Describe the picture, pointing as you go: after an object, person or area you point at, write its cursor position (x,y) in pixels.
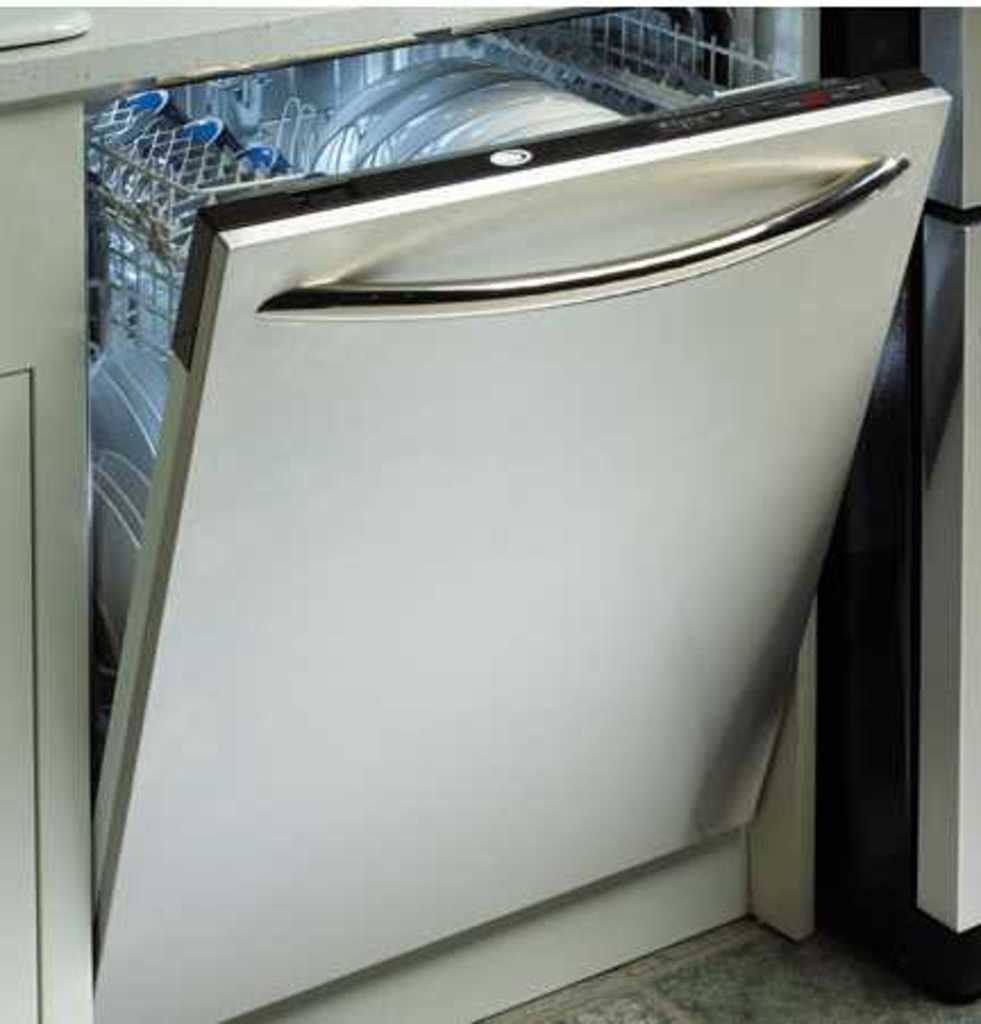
In this picture I can see there are few plates (493,100) and utensils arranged in the shelf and it has a handle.
